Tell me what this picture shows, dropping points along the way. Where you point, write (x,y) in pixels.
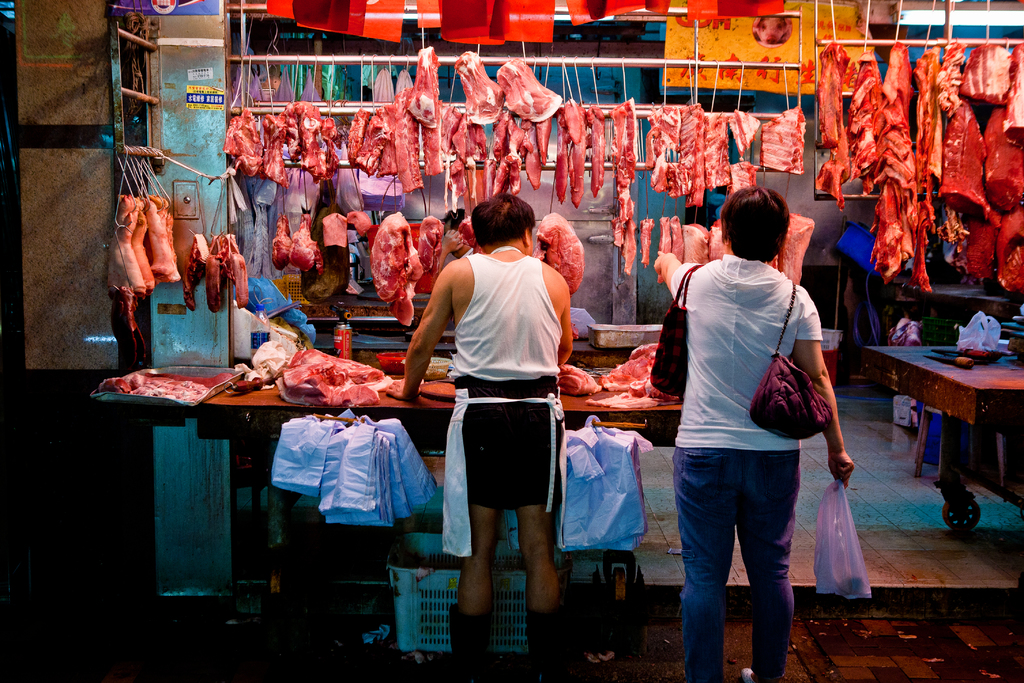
This picture is taken in the meat shop (697,187). In the center (592,352), there is a table (241,401). Beside the table (569,373), there is a man (501,376) and a woman (728,479). Both of them are wearing white tops (713,318). Woman (737,337) is carrying bags (754,414) and holding a cover (822,540). On the table (223,415), there is meat (632,395). On the top (278,115), there is meat (334,245) hanged to the rods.
